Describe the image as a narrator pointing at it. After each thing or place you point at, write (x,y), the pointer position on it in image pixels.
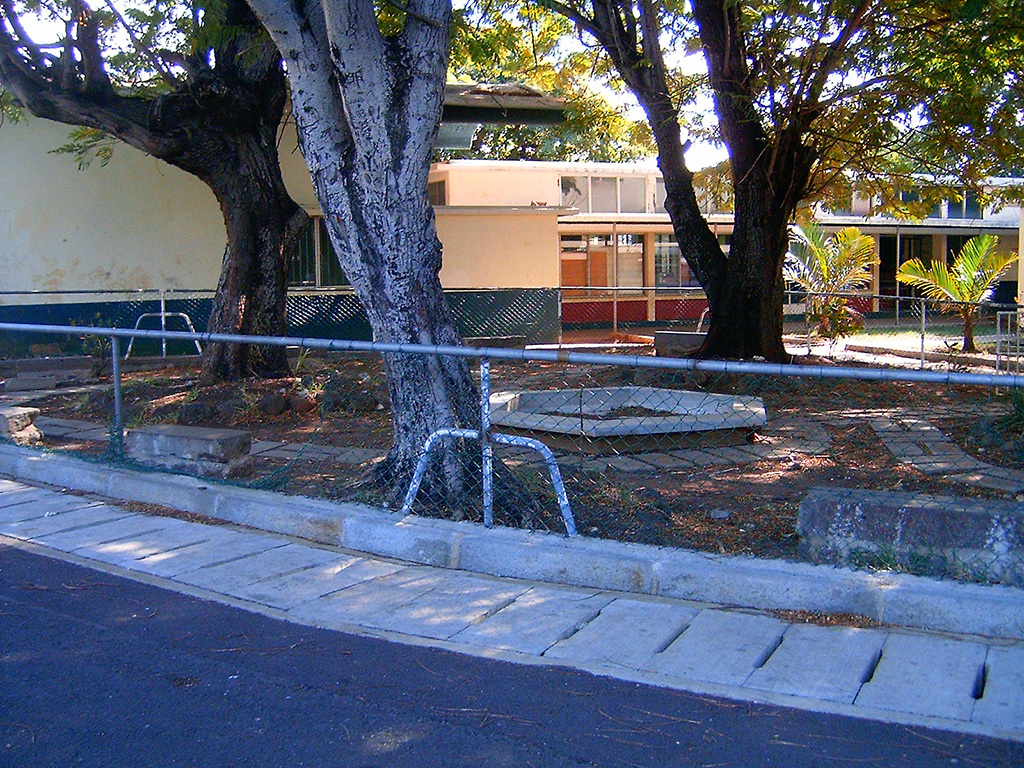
In the picture I can see fence (565,451), trees (447,472), buildings (662,256) and some other objects (509,402). In the background (679,65) I can see the sky (605,79).
